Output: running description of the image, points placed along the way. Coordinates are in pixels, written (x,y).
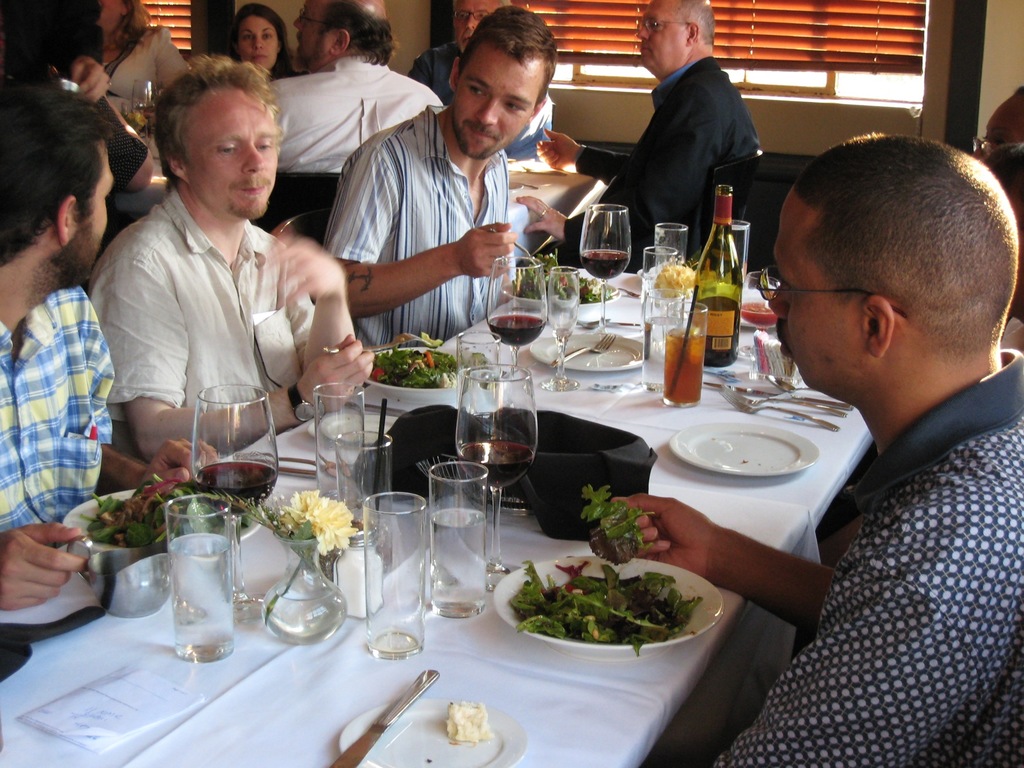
This picture describes about group of people (350,198), they are all seated on the chairs (318,230), in front of them we can see a bottle (736,308), few glasses (500,310), plates (699,437), spoons (293,468) and other things (530,495) on the table (596,402), in the background (817,19) we can find window blinds (772,45).
